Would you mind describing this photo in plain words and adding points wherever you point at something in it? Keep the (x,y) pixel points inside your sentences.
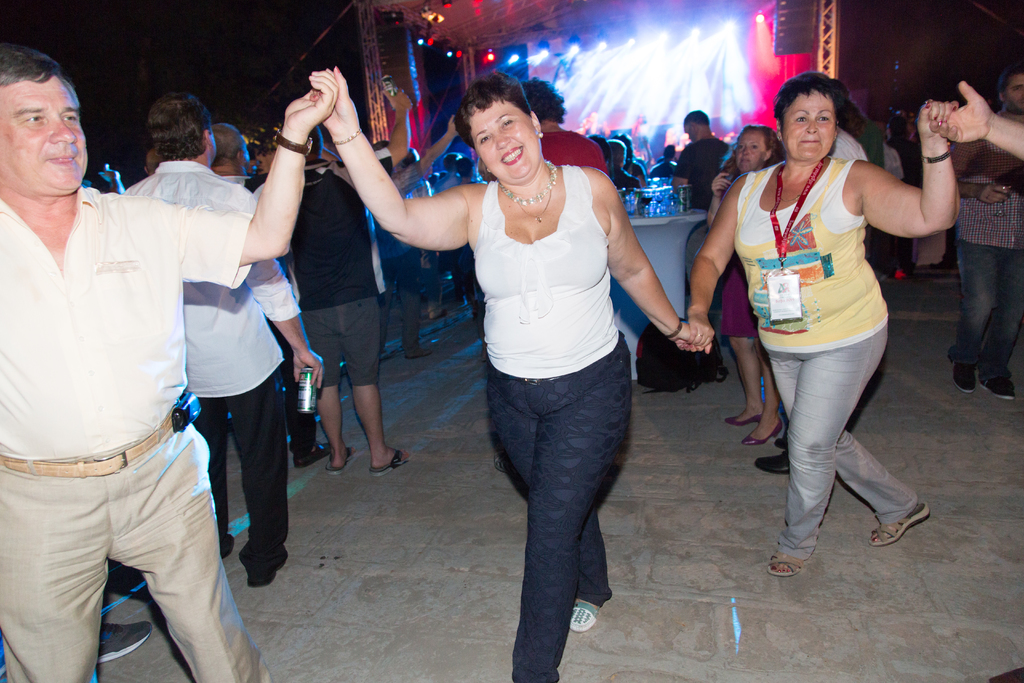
In this image, we can see a group of people (18,118) dancing. In the background (1023,314), we can also see a group of people (1004,300) are standing. In the background (682,272), we can see a table (673,235), on the table (701,220), we can see some glasses (634,210) and a group of people (702,150), a few lights (630,43) and some metal instrument (835,25).
